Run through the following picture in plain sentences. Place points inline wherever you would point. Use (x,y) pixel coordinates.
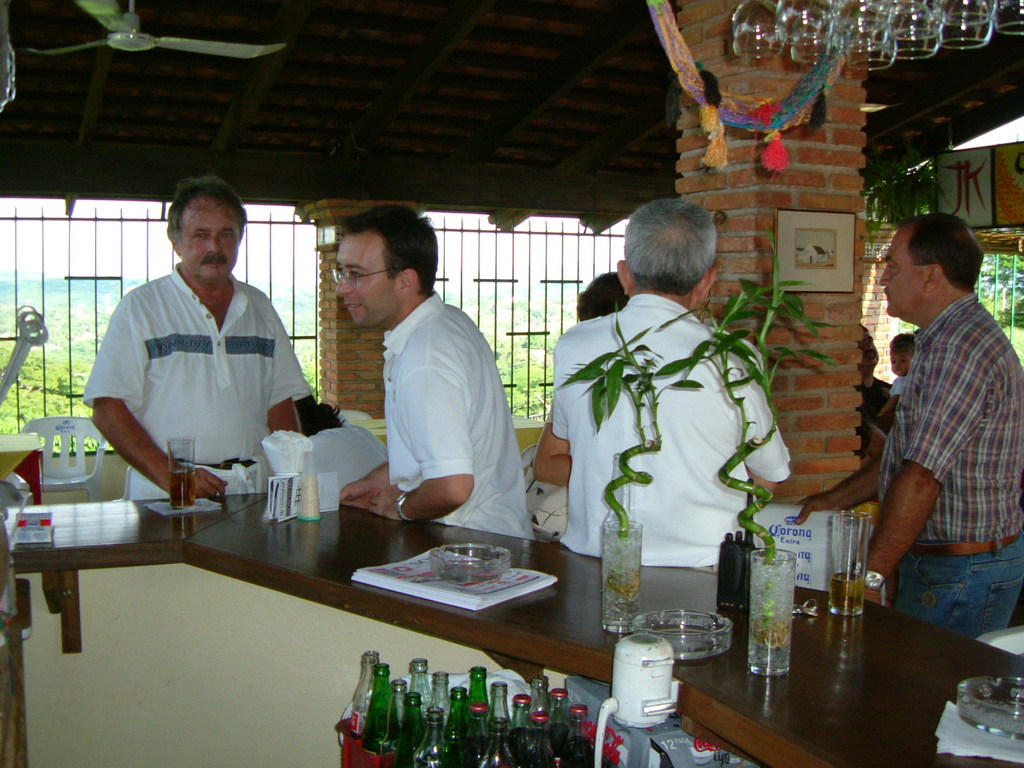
This picture is taken inside a restaurants (760,696). There are few people (209,416) in the restaurant (884,374) standing. On the desk (342,525) there is a glass (187,477), tissues (271,459), book (411,577), ashtray (439,562), house plants (610,562) and papers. Below the table (520,661) there are bottles (404,720) placed in the basket (432,749). There is a chair (78,437) and table (18,441) in the image. There is fan (116,43) hanging to the ceiling (567,91). There is a pillar (743,130) and a picture frame (820,218) is hanging on it. On the top right corner of the image (912,10) glasses (895,10) are inverted and hanged. There is iron window grill (541,385) to the wall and behind the grill (509,335) there is tree (533,371) and sky (471,248).
